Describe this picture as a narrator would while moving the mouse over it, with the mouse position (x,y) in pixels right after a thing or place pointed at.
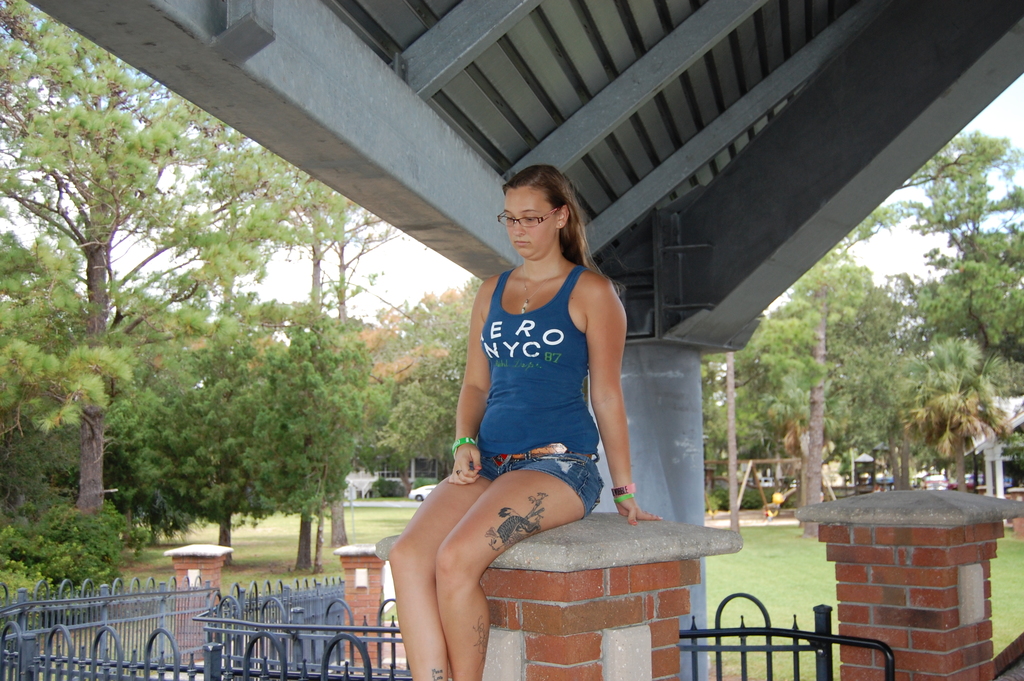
In this image I can see a woman (516,518) is sitting on the wall (535,543), she wore blue color top (537,388), at the top (629,71) there is an iron roof (604,107). On the left side (221,183) there are trees (325,324).
